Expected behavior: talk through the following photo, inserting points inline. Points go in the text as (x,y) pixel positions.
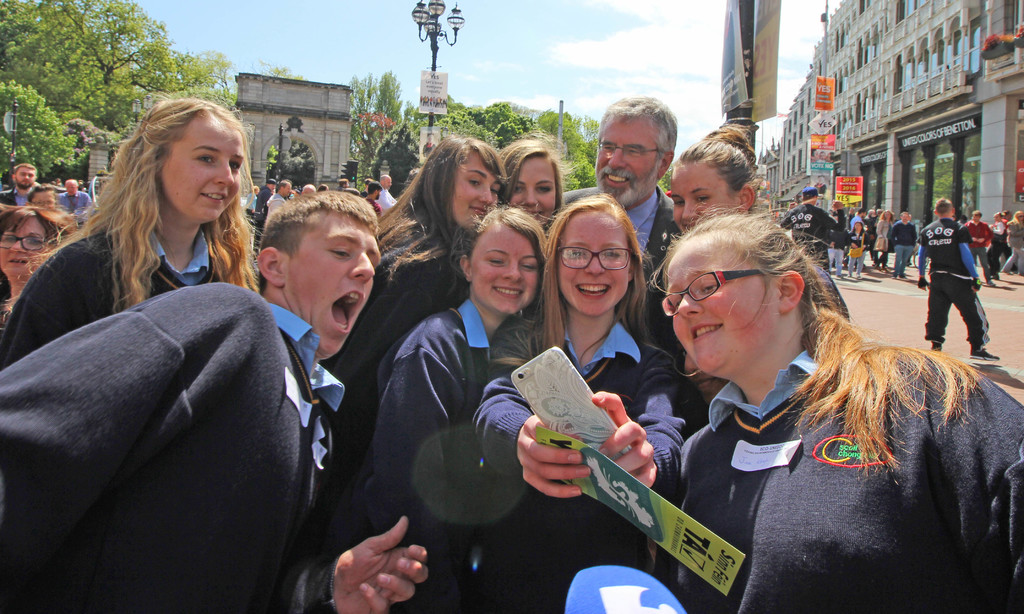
In the image a group of people (302,260) were taking selfie and on the right side (994,11) there is a big building (913,200) and there is a pole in front of the building (834,68) and many posters (831,158) were stick to that pole (820,177), a lot of people (842,219) were moving on the road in front of the building (876,200) and on the left side (60,61) there are few trees (21,66) and in between the trees (419,111) there is a monument (266,106) and beside that there is a pole light (434,50).
